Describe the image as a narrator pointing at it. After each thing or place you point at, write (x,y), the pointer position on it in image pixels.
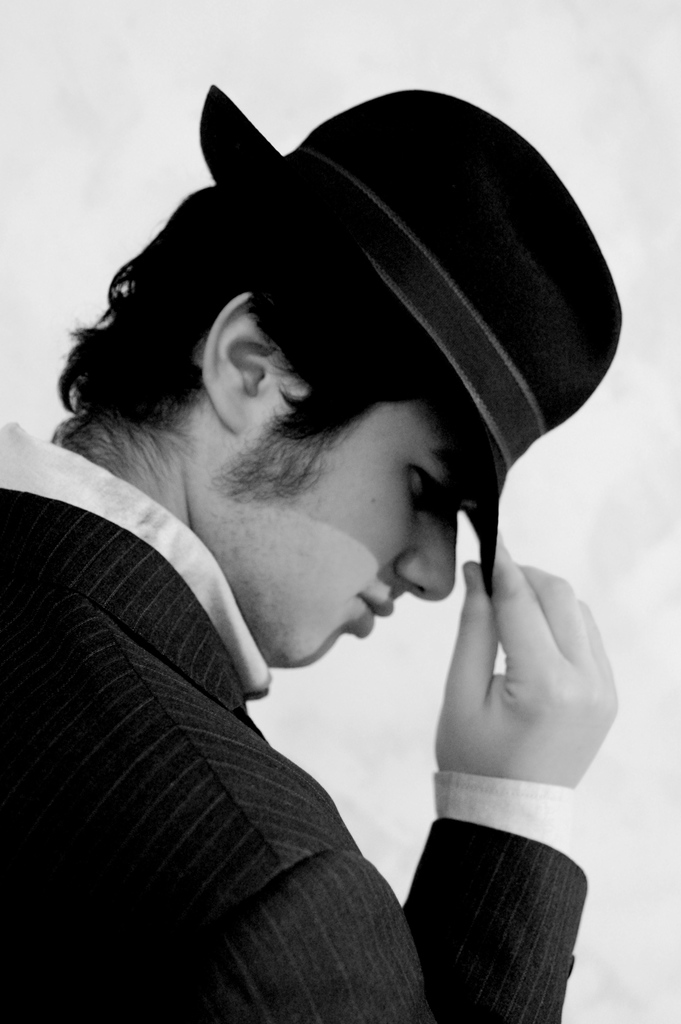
It is a black and white picture. In the center of the image (253,655) we can see one person (156,752) is standing and he is wearing a hat (560,396). And we can see the white color background (30,262).
